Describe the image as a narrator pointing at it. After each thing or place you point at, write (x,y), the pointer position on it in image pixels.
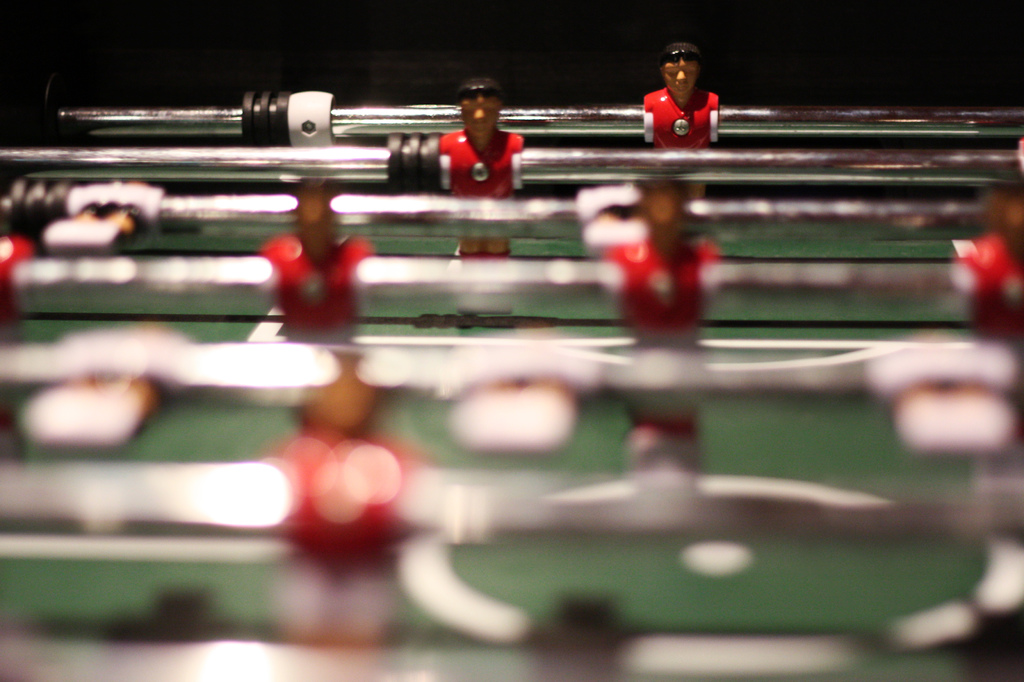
In the image there is a table football game (541,120).
